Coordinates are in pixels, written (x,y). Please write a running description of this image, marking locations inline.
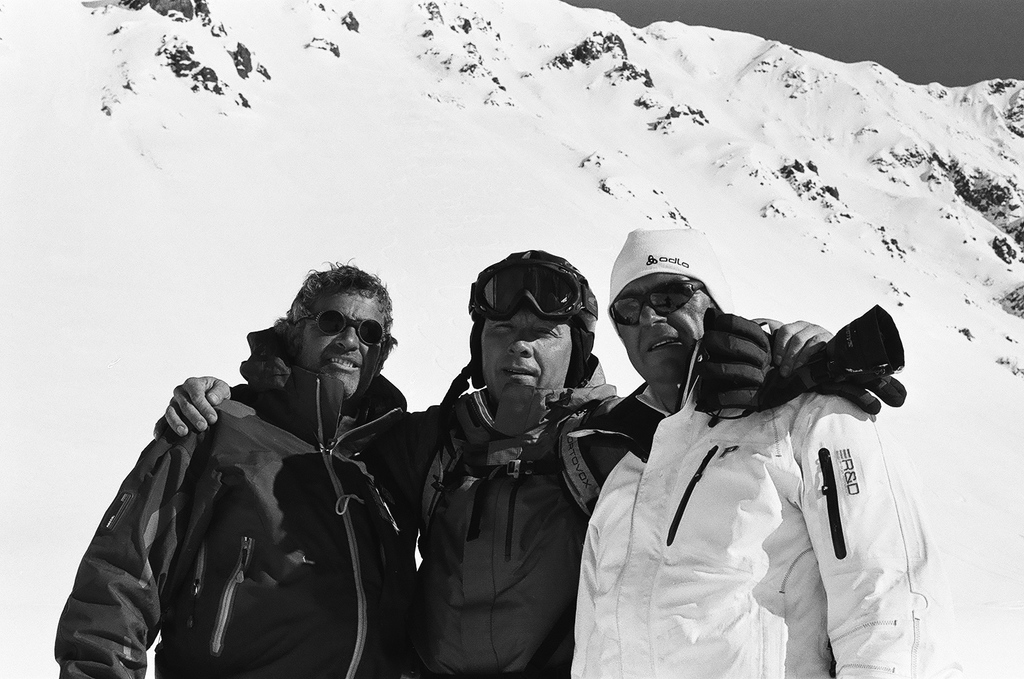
In this image three persons (389,568) are wearing jackets (320,568) and goggles (666,303). Person (715,508) at the right side of image (697,259) is wearing a cap (635,273). Behind them there is a hill (647,196) covered with snow (504,143).
